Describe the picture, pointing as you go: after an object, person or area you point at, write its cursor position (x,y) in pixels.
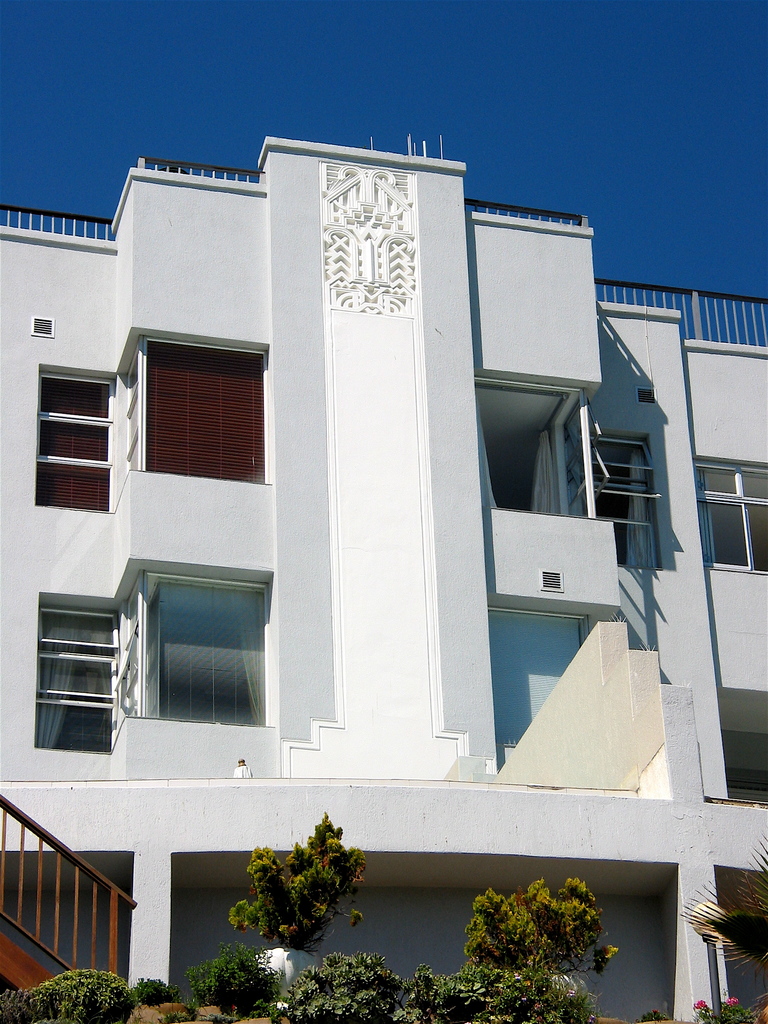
In this image in the front (247,932) there are plants (302,940) and in the background (285,830) there is a building (336,567) which is white in colour. In front of the building (104,813) on the left side (4,872) there is a staircase (2,860).
